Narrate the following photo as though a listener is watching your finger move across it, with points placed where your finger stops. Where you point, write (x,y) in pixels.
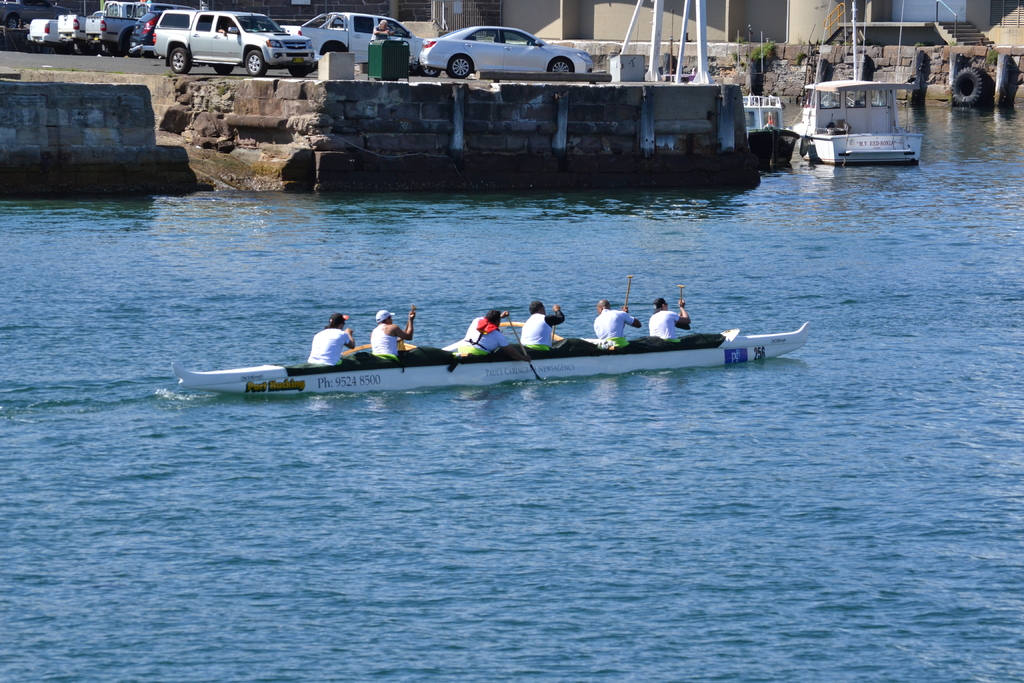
In this image I can see a group of people (483,334) are rowing the boat (457,379) in the sea (649,477). At the top (296,61) there are cars (472,35) that are parked on the road (87,54). On the right side (867,143) there is another boat (865,89) in white color.
